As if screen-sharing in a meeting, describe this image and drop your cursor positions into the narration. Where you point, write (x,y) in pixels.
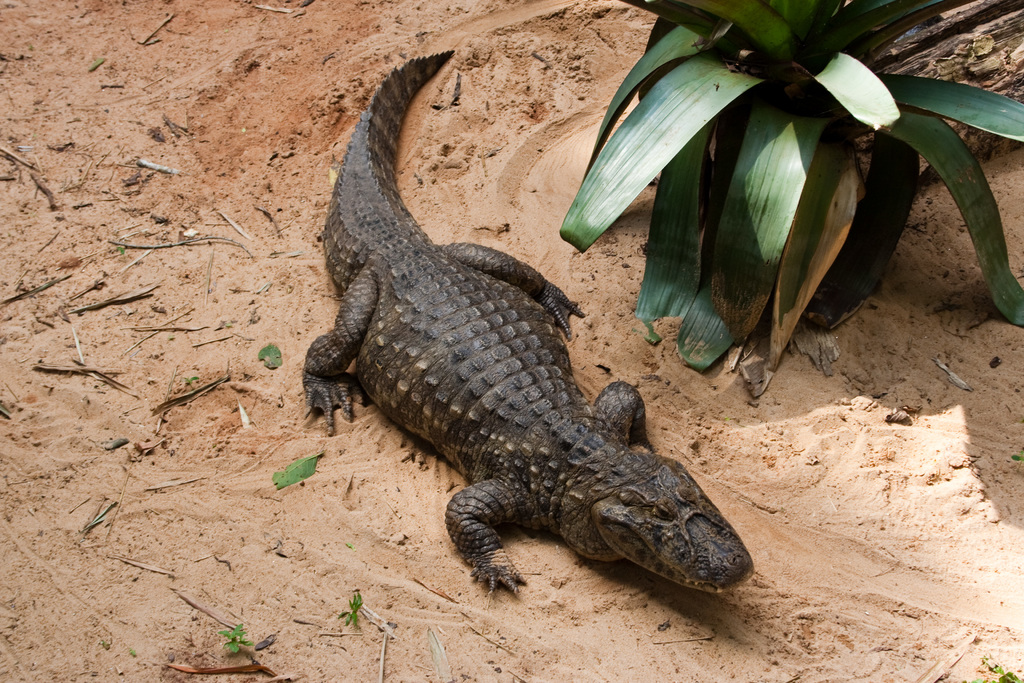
There is a crocodile (438,342) on the ground (354,374). Near to that there is a plant (712,155).
